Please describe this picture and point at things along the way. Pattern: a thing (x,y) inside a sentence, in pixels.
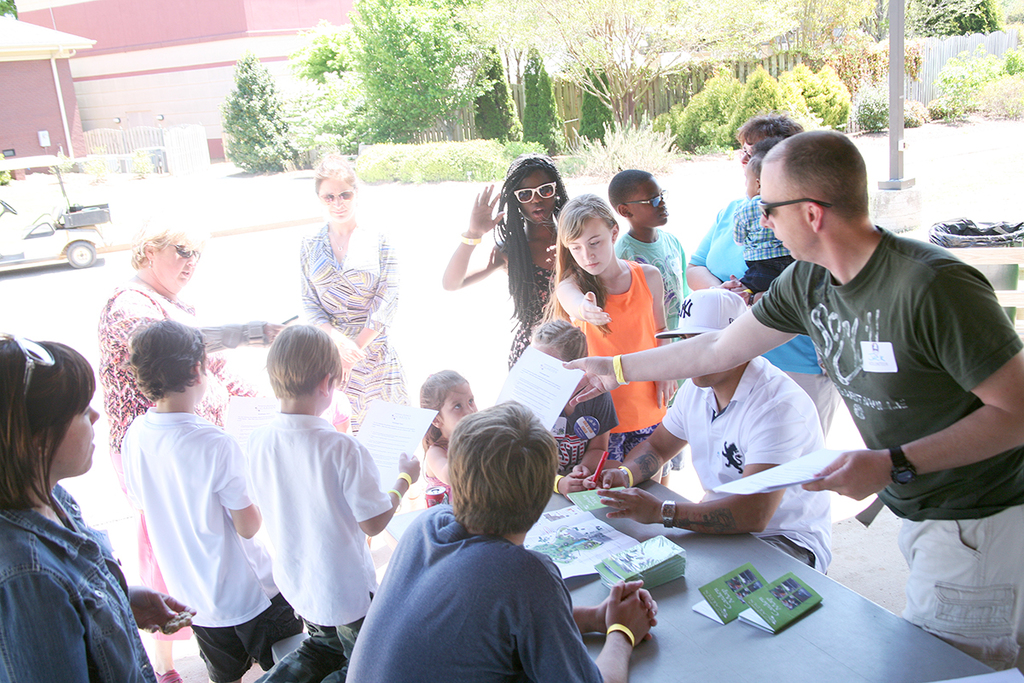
As we can see in the image there is a building (142,109), fence (96,133), trees (422,47), car (23,248) and few people (169,258) standing over here and there is a table (677,630). On table (720,636) there are books (656,562).
